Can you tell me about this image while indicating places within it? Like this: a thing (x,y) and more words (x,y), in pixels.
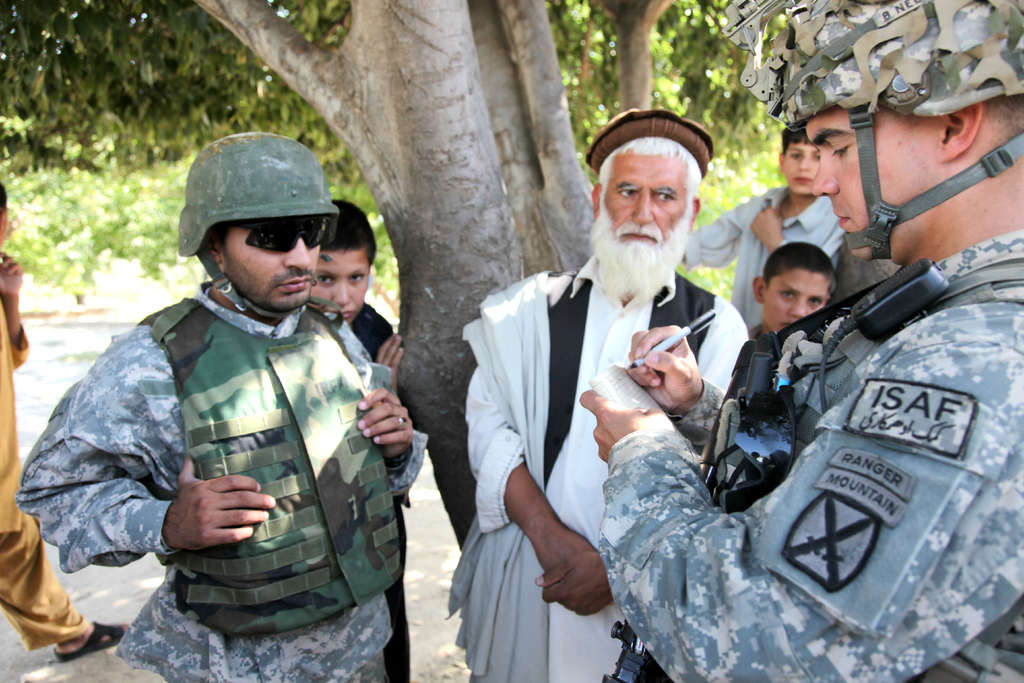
In this image in the foreground (774,415) there are persons (495,408) standing. On the right side (848,420) there is a man (904,456) standing and writing something on book (638,398) and in the middle (484,234) there is a tree (422,211). In the background (177,181) there are plants (84,225).
